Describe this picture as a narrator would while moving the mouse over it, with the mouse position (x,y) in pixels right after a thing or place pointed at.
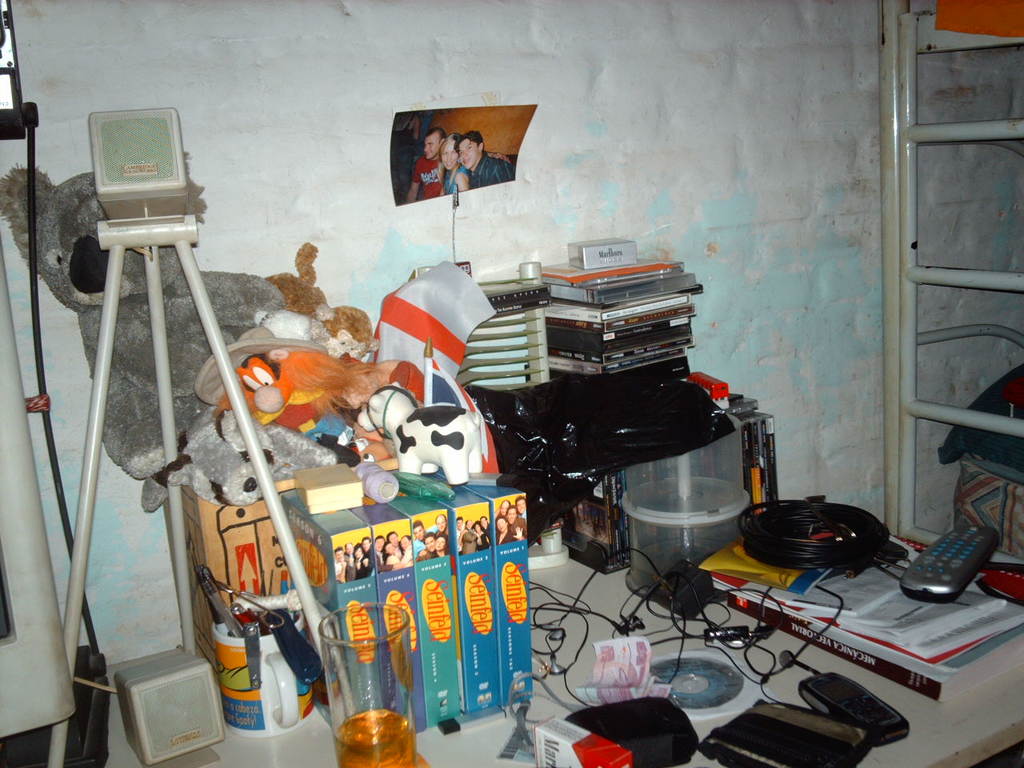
In the image there are books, remote (949,569), earphones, cash (622,687), cups (296,710), tripod (203,314), photograph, toys (386,408) on a table (915,752), in front of the wall (257,84), on the right side (894,16) there is a ladder (932,340).
